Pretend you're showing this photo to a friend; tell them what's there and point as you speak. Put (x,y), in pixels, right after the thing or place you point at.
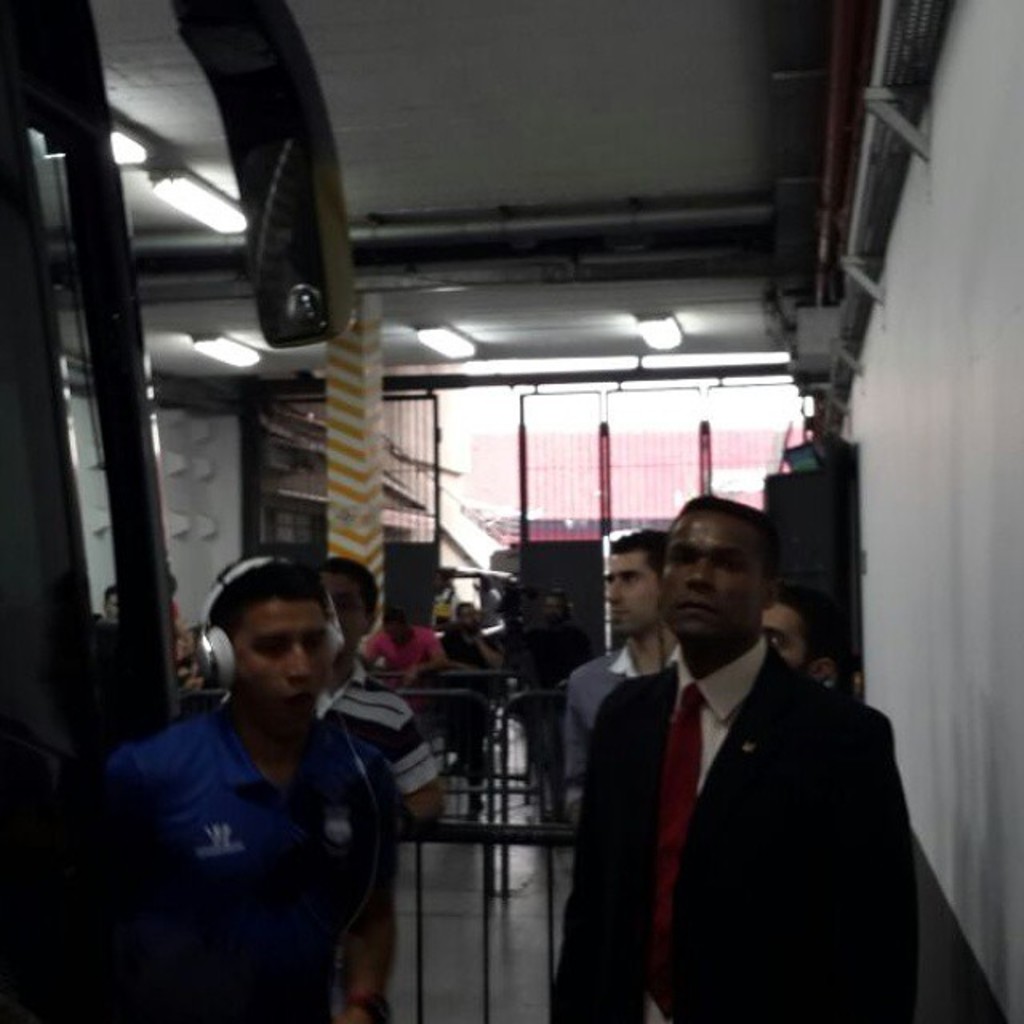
This picture was taken from inside of the room (422,217). In this picture people (290,658) were standing by holding the rods (505,775). At the right side (945,657) there is a wall (932,353) and at the top of the room (546,250) there are lights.
